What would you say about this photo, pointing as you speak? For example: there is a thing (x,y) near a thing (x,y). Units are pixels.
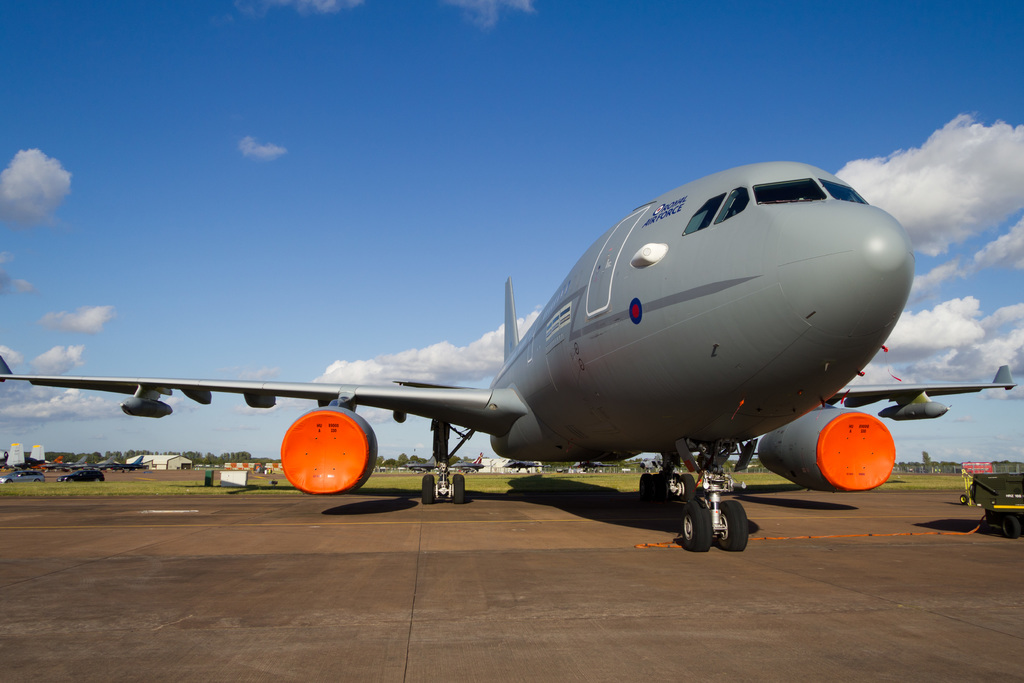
In this image I can see an aircraft (798,466) and the aircraft (804,447) is in gray and orange color. Background (103,409) I can see few vehicles (29,476), buildings (490,466), trees (457,464) in green color and the sky (462,206) is in blue and white color.
